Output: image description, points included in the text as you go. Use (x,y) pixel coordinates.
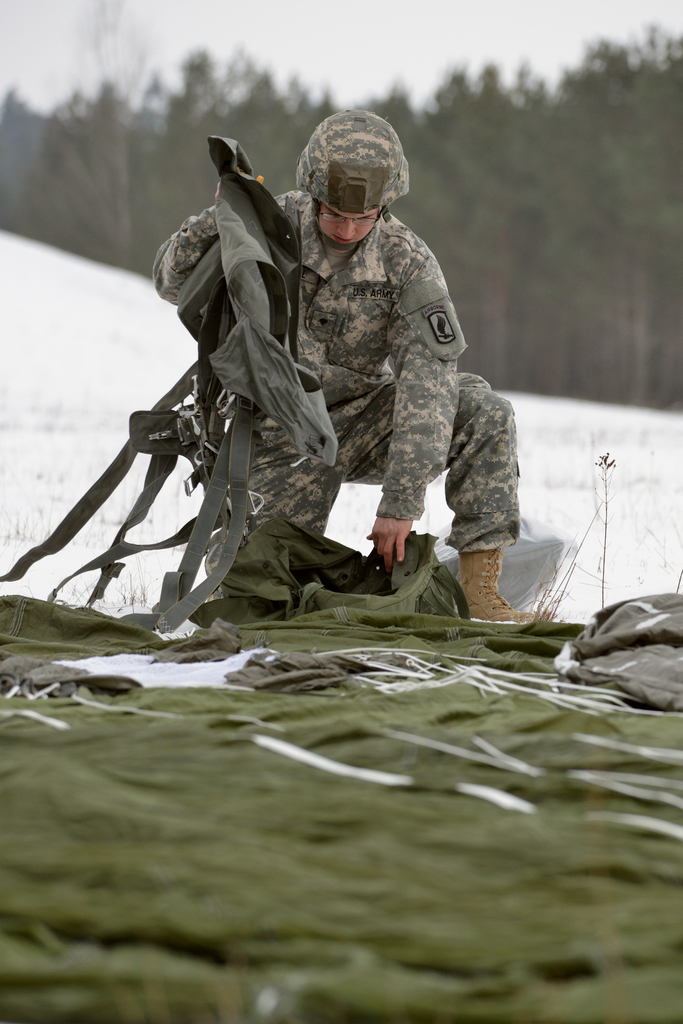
A man (351,309) is there, he wore dress (407,345), cap (338,180). These are the trees (52,152).
